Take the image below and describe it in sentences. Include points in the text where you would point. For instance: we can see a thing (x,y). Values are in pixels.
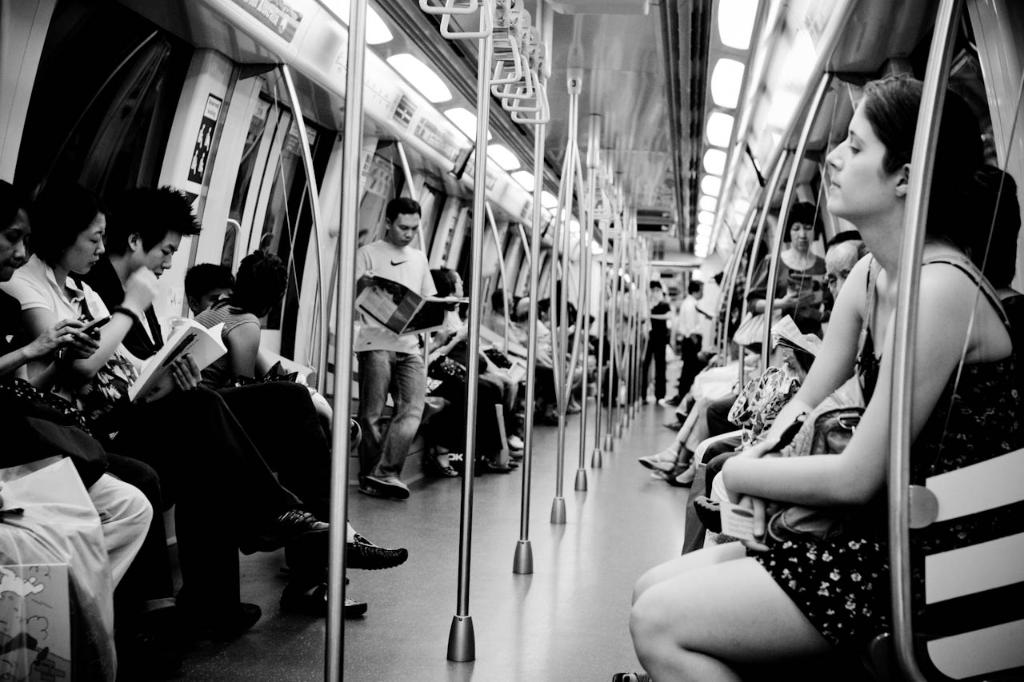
The picture of a train (642,79). Few people (401,247) are standing. Few people (837,305) are sitting. Window (101,135) with glass (101,97). Poles (354,112) are line by line. This woman (777,566) holding bag (828,444). She wore black dress (936,449). The woman (216,447) holding book (170,361) and looking at book (194,324). The man (391,358) is standing and looking at paper (415,312). He is holding paper (383,320).
